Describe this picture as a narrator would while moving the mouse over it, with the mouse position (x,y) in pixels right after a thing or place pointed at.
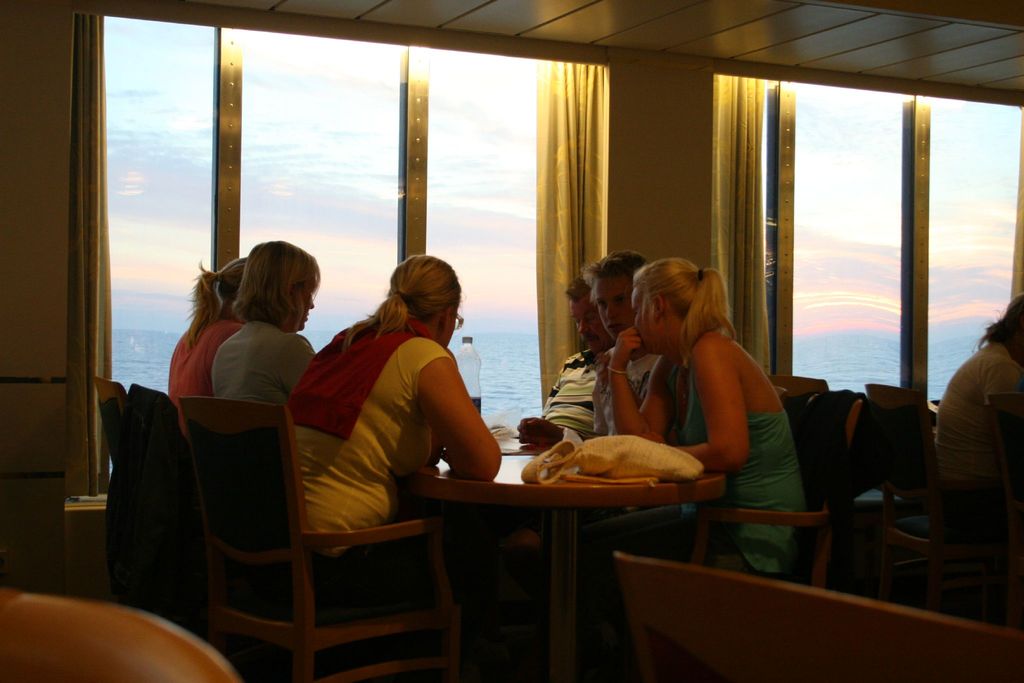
In this image, group of people (415,284) are sat on the chairs (920,479). The right side (976,458), we can see a human (973,470) is sat on the chair (702,517). In the middle (515,454), we can see a table (543,485). There are few items (532,473) are placed on it. At the background (172,180), we can see glass window (521,185), curtains (571,227), sky (515,248) and water (507,351).
